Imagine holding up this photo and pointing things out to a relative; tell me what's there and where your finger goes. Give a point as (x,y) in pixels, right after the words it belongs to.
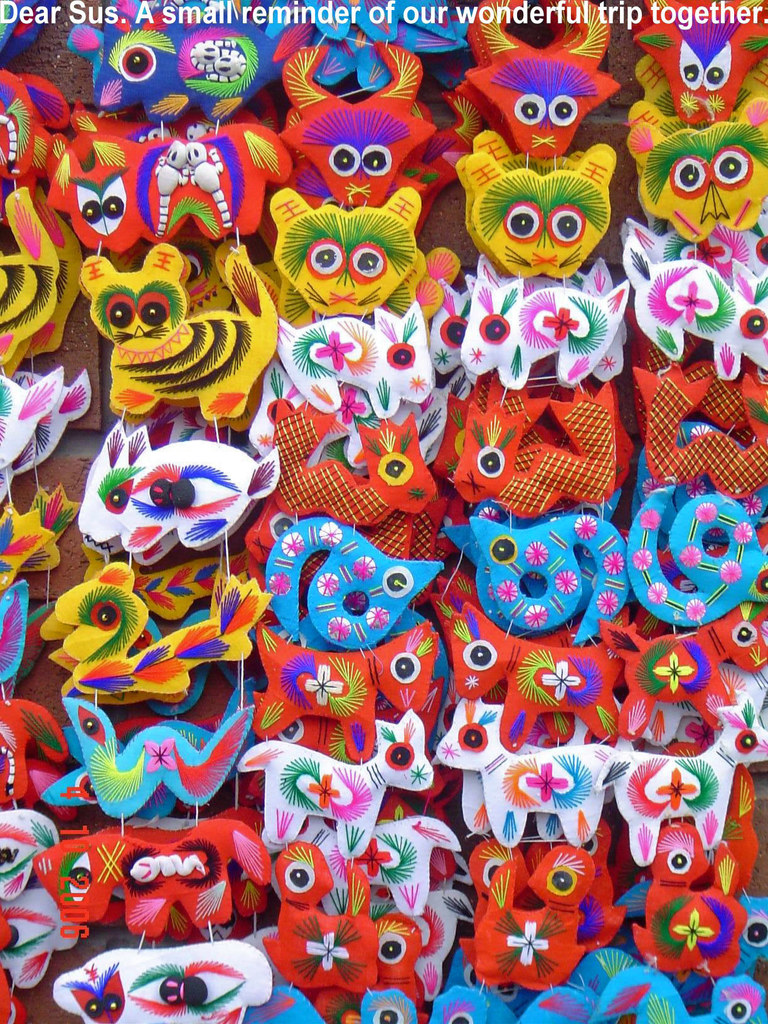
In this image we can see some decorative items (390,339). At the top (186,15) something is written.
